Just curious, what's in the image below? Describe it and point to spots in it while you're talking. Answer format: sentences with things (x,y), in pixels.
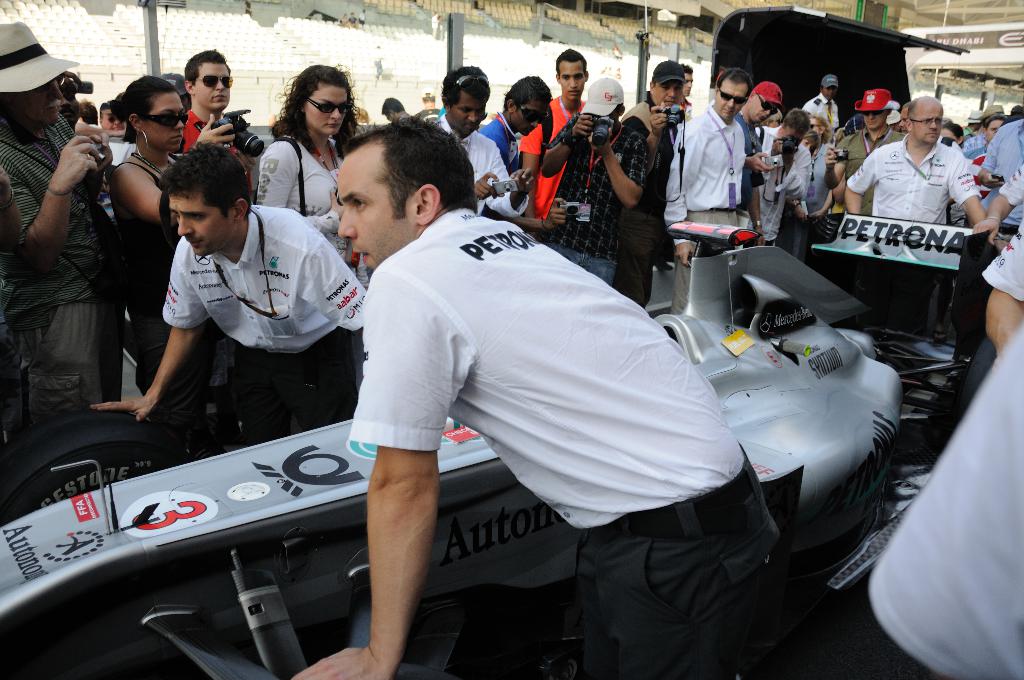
In this image we can see many people (626,229). Some are wearing caps (18,84). Some are wearing goggles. Some are holding cameras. There is a car (188,532). In the back (382,52) there are chairs (204,20).
